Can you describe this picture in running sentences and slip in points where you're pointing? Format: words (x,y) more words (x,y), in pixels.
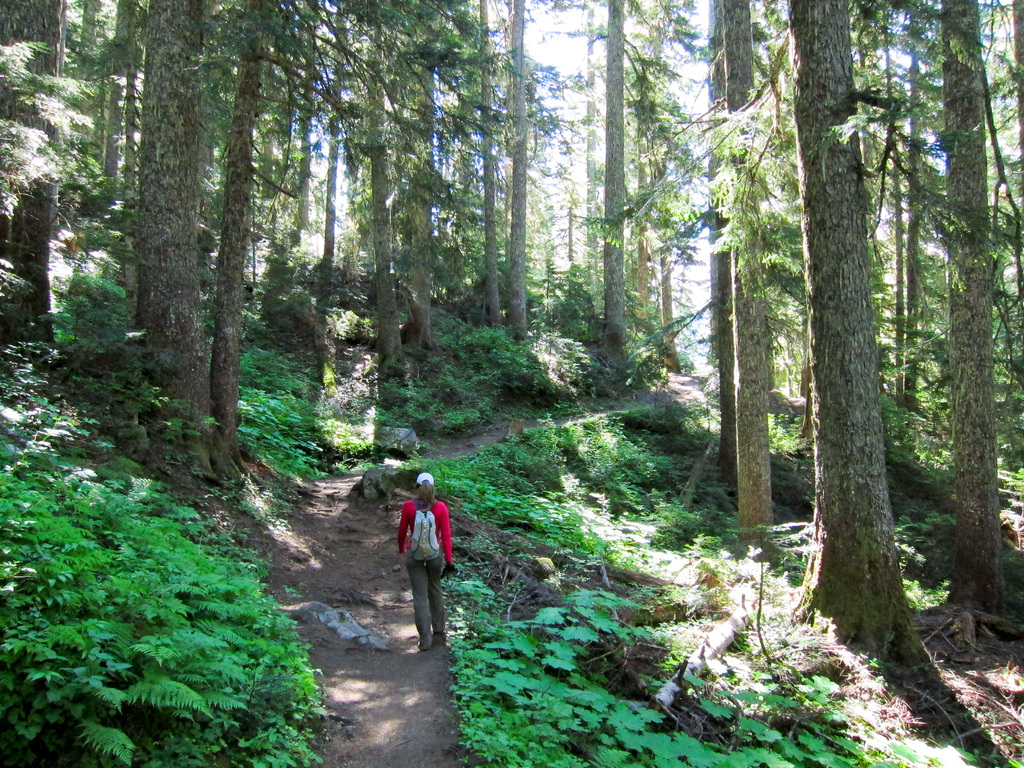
There is a person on the ground (398,644). Here we can see plants (618,535). In the background (281,27) there are trees (647,254) and sky (702,196).
